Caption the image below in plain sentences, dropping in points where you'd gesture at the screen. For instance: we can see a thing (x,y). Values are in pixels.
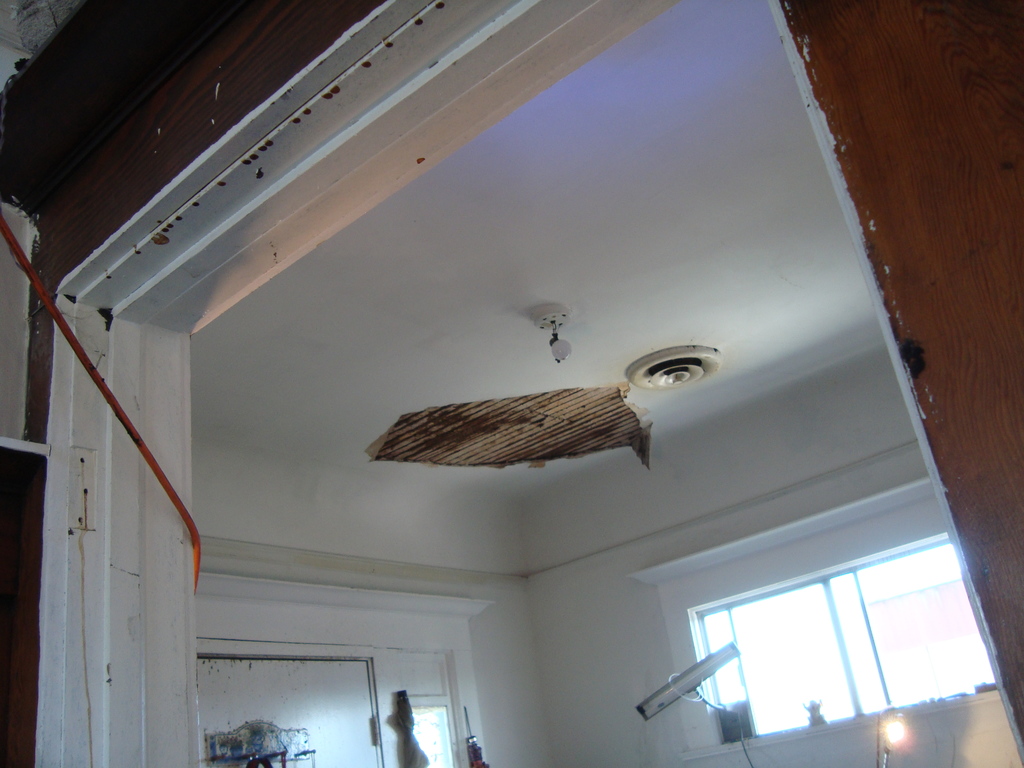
This image is taken indoors. In this image there are a few walls (568,652) with windows (761,668) and a door (341,708) and there is a ceiling (377,385).
